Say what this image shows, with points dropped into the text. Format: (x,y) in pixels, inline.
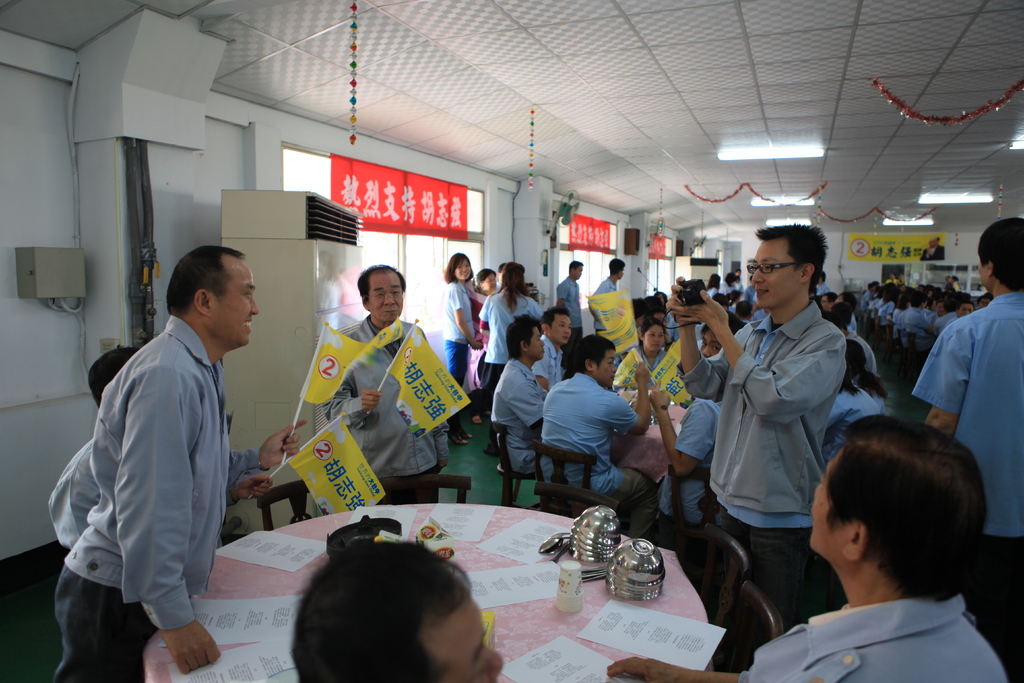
In this image there are papers (528,527), bowls (628,576), spoons (544,546), glasses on the table (479,551), and there is a person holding a camera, group of people (193,488) standing and holding the flags (341,475), group of people (594,347) sitting on the chairs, wall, windows (403,254), banners (393,202), tower air conditioners (274,256), decorative ribbons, lights (947,202).
